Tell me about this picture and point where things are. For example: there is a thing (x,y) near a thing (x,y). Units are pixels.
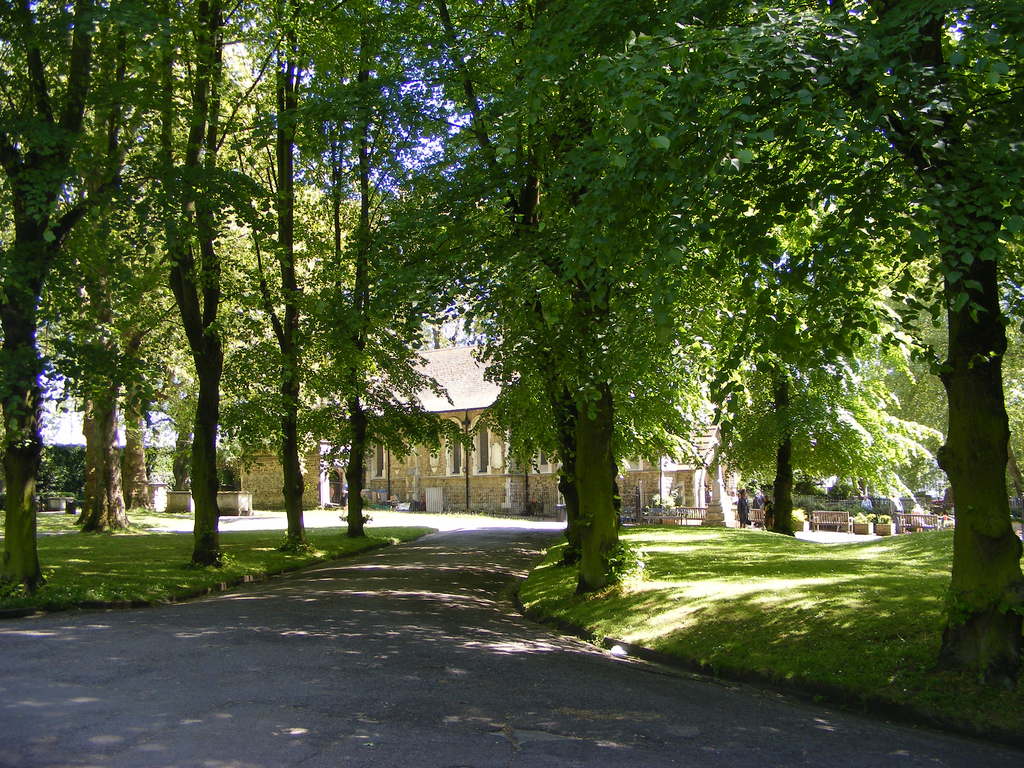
In the background (483,452) we can see a house (413,460), people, benches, plants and few objects (240,509). In this picture we can see the trees (544,280), green grass (710,537) and the road (420,628).
